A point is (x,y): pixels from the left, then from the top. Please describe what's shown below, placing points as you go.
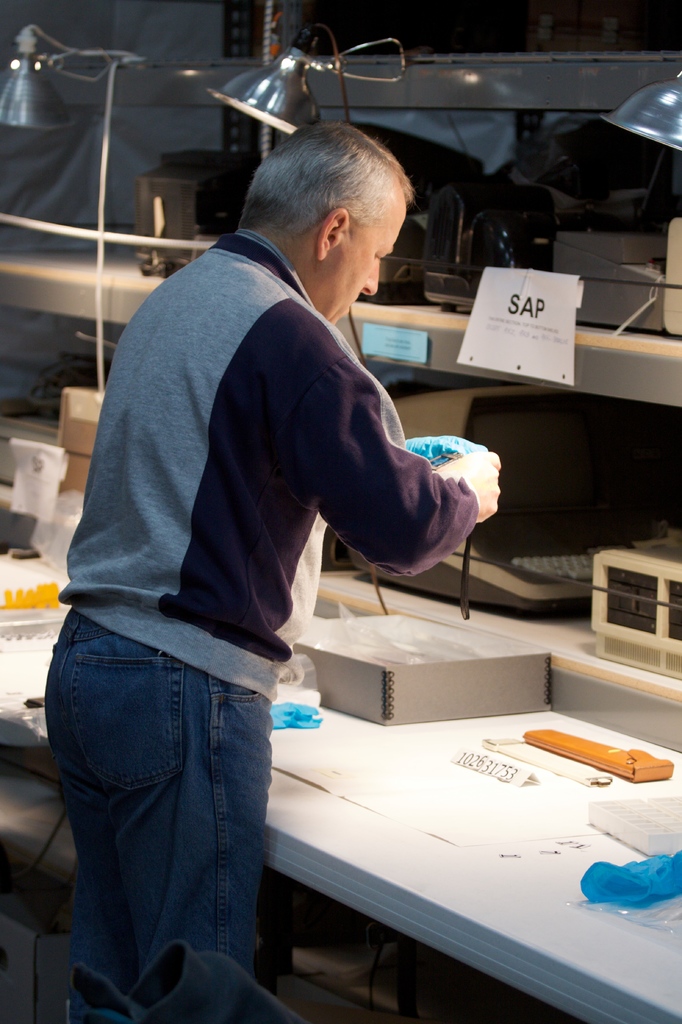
In the image we can see a man (275,539) standing wearing clothes (247,632). In front of him there is a desk (484,864), on the desk (559,867) there is a box (451,690) and many other things (680,837). Here we can see paper (536,319) and text (560,331) on it. We can even see the lamps (109,119).
